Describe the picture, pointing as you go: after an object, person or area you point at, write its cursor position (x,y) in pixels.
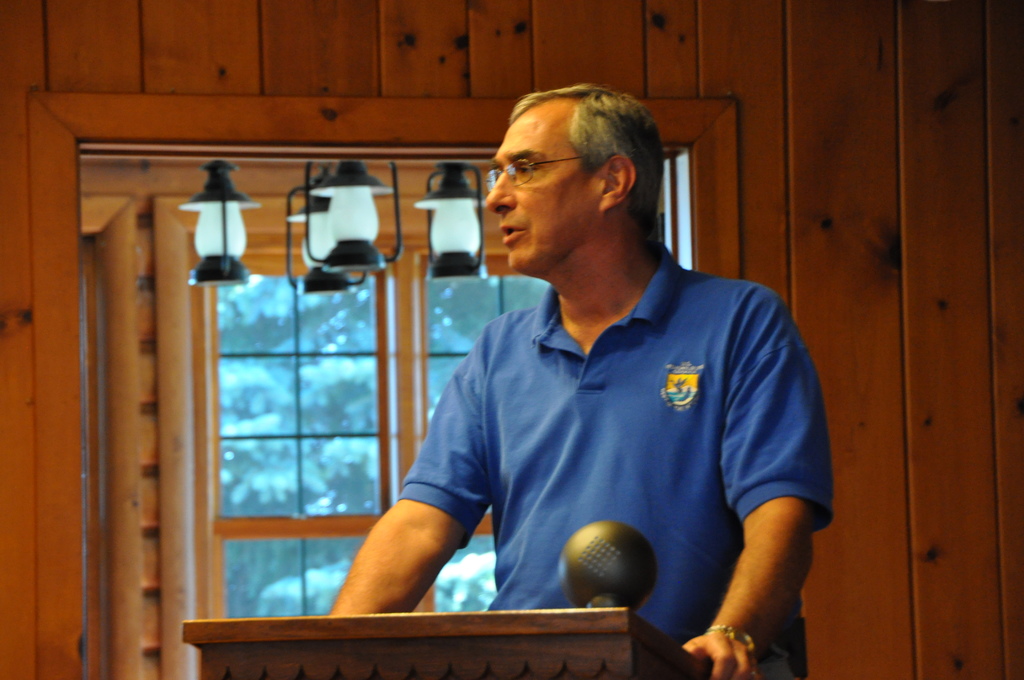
This picture is clicked inside. In the center (662,421) there is a person (537,323) wearing blue color t-shirt (669,409) and standing behind a wooden podium (305,644). In the background (491,106) we can see the wall (21,168), window (275,317) and the lamps (229,213) hanging on the roof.
